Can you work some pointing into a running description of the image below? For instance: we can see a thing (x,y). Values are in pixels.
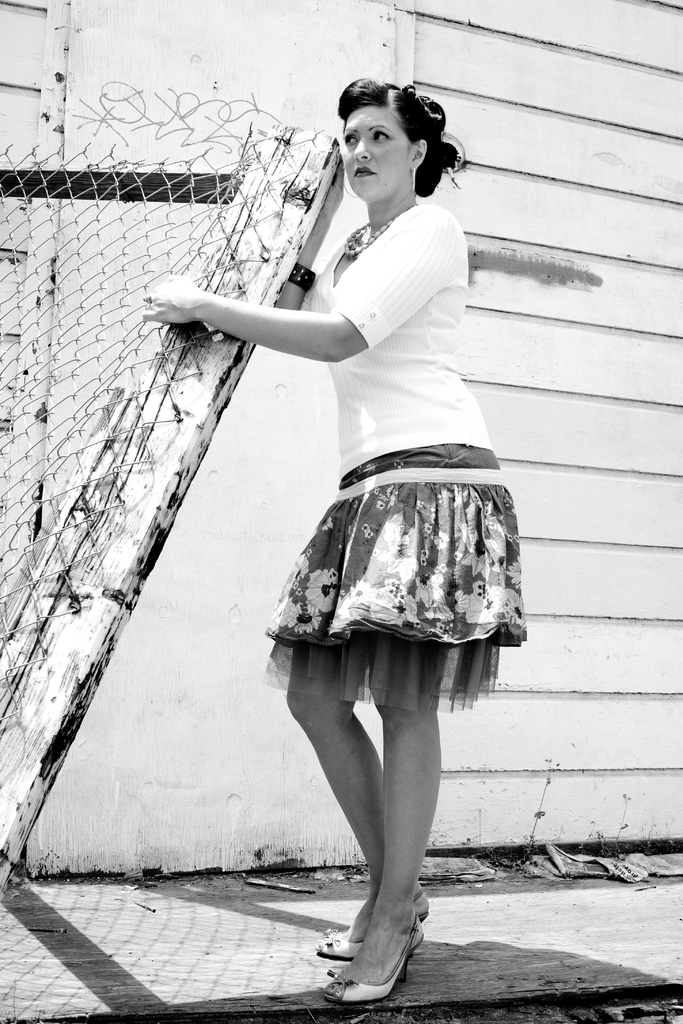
In this picture there is a woman (413,350) who is wearing a shirt (406,223), necklace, earring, skirt (342,649) and shoe (339,954). She is standing near to the fencing (132,545). In the back (571,591) we can see wooden wall (578,515).
